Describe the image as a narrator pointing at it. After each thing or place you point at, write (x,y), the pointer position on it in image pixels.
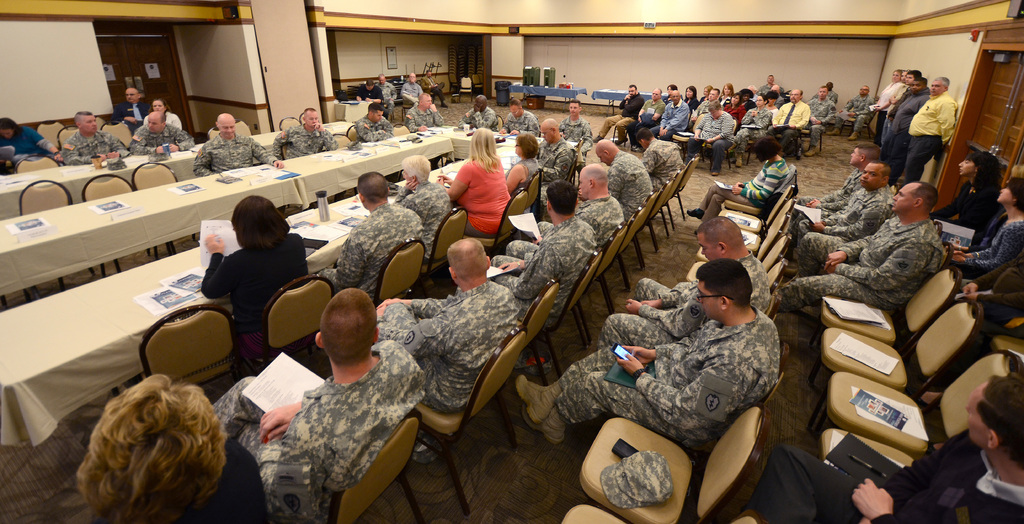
In this image, I can see groups of people (523,123) sitting on the chairs (615,438) and a group of people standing on the floor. In front of the people (246,233), there are papers (340,221), a bottle (328,211) and few other objects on the tables (52,259), which are covered with the clothes (211,194). In the background (473,68), I can see a pillar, chairs (463,63), a dustbin (496,84), tables (518,90), few other objects (566,89) and there is a photo frame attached to the wall (196,82). In the top left side of the image (147,74), I can see a door (131,51). On the right side of the image (1002,85), I can see another door (989,126).
